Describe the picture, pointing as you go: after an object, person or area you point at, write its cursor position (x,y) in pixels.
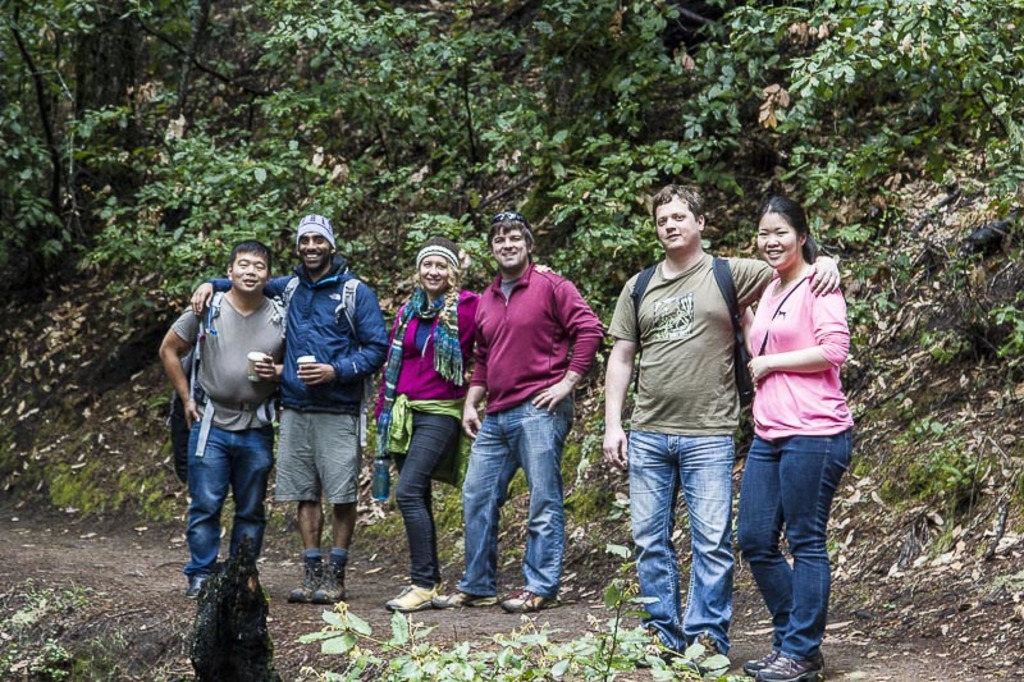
In this picture there are group of people (787,292). Towards the left (299,382) there are two man (256,340) holding glasses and carrying bags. Beside them there are two people (447,426), one women (456,363) and man (525,360) wearing maroon jackets (508,388) and woman (394,436) is holding a bottle (383,472). Towards the right (693,421) there are two persons (661,469), one man (675,265) and a woman (828,502), man (716,459) is wearing a green t-shirt (702,298) and woman (826,318) is wearing a pink jacket (779,338). In the background (408,147) there are trees (607,139) and plants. At the bottom (405,631) there are plants (494,657).
